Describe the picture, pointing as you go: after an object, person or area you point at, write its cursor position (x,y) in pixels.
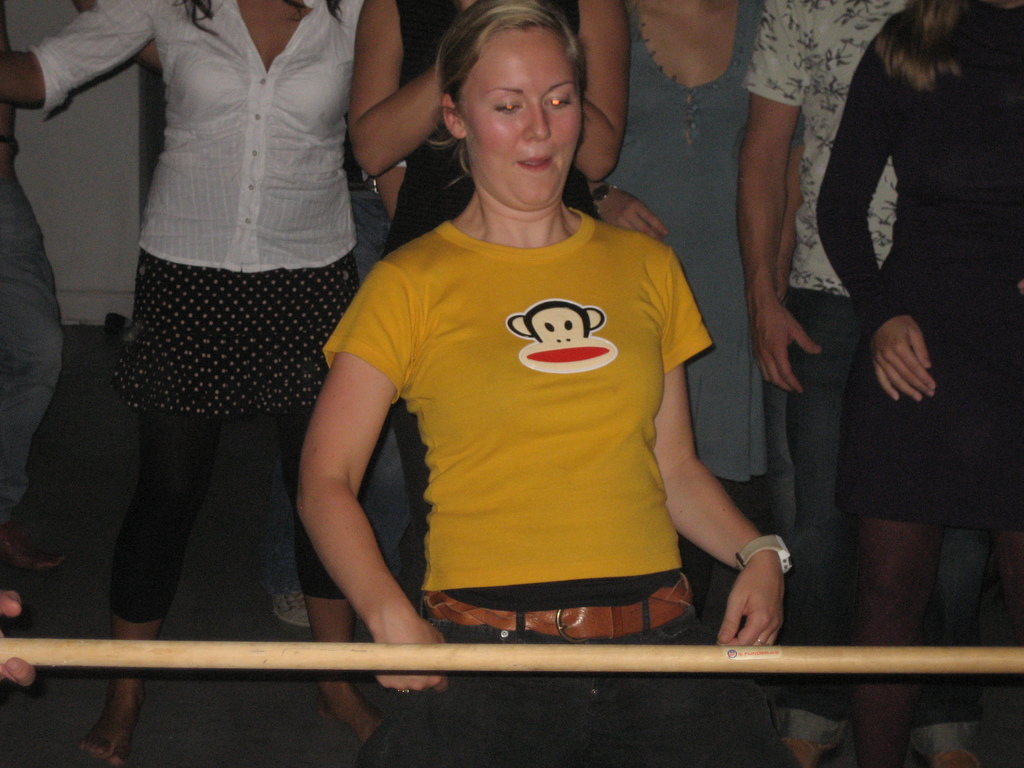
In this picture I can see a woman (518,163) standing, there is a wooden stick (504,652), and in the background (15,103) there are group of people (962,111) standing.
